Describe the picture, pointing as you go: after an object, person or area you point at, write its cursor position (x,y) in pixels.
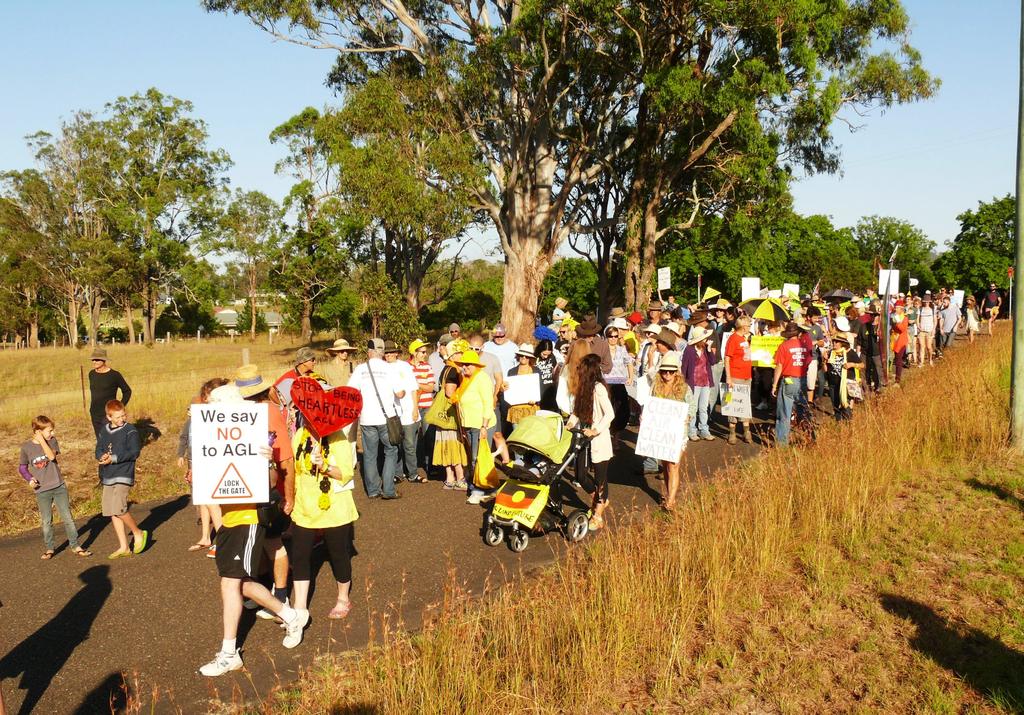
In this image, we can see people (562,374) wearing clothes (957,316). There are some people (625,343) holding boards (223,474) with their hands (506,387). There are trees (561,269) in the middle of the image (348,301). There are some plants (583,579) beside the road (427,552). There is a pole (1019,373) on the right side of the image (1018,383).
